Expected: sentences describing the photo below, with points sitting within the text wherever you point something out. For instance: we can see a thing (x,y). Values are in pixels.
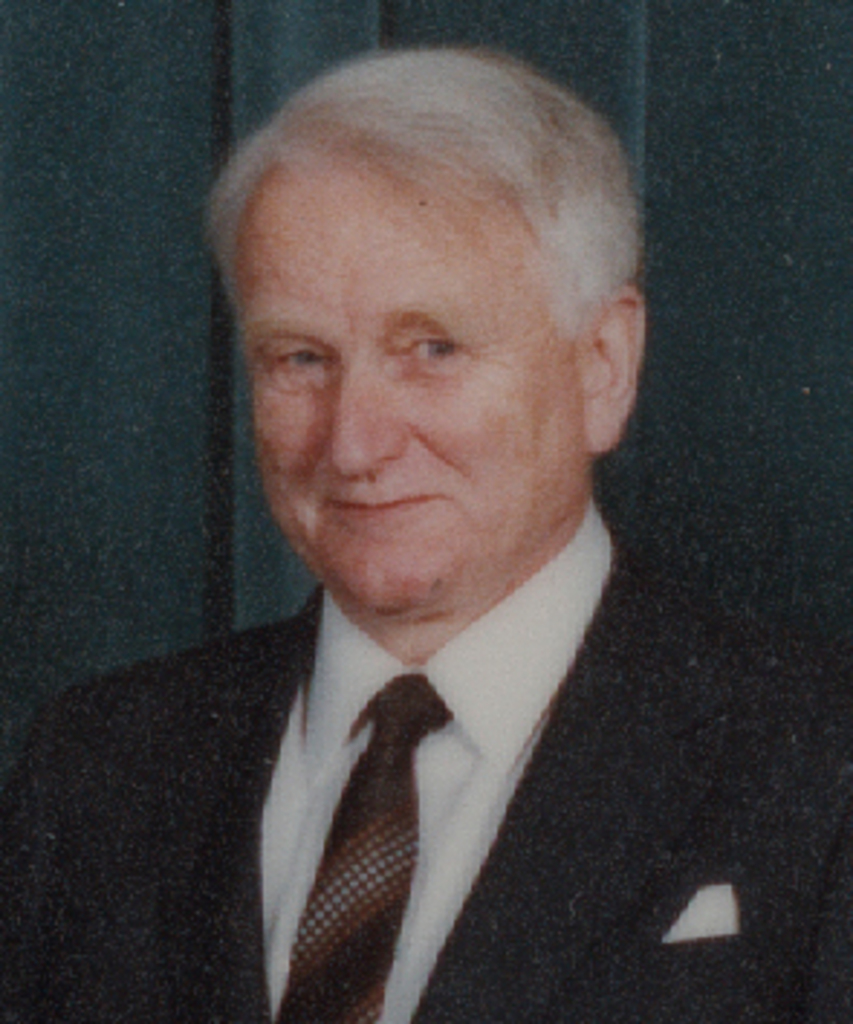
In this image I can see a person (766,742) in suit (752,851) and having a smile on his face (416,534). In the background (110,571) I can see a curtain (112,517).
